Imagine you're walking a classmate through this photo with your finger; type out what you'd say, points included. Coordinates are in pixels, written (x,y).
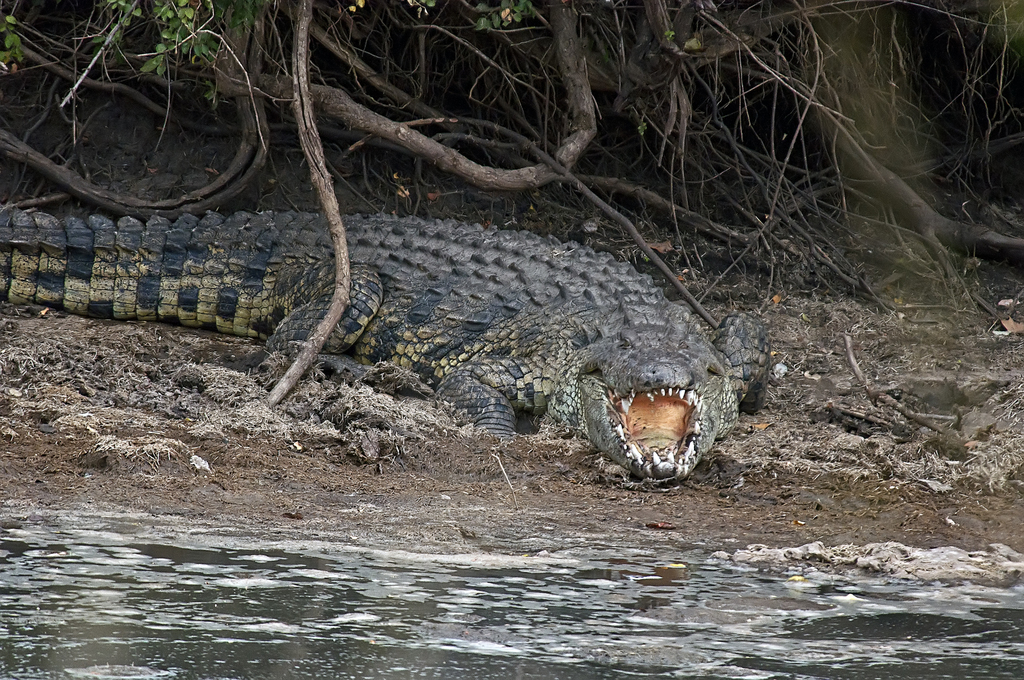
In the middle of the image (583,313) there is a crocodile (296,289) on the ground (229,399). At the bottom (458,629), I can see the water (236,633). In the background (748,155) there are many sticks (530,72).
